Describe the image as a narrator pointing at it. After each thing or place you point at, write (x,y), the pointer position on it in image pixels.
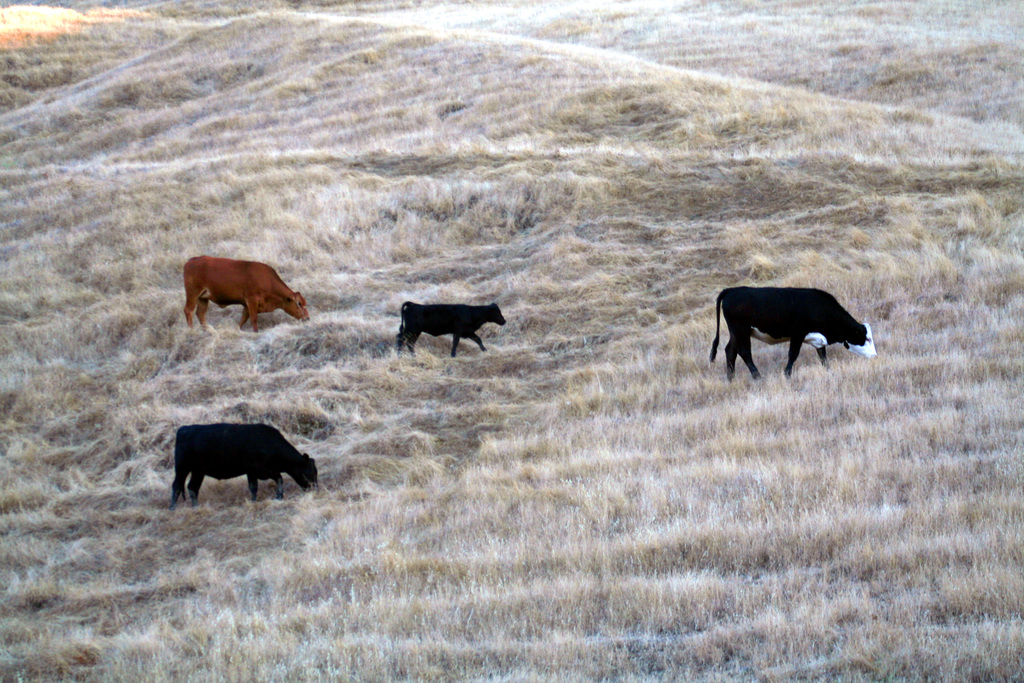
There are four cows (850,331) on the ground (526,366) and this is grass (858,576).
